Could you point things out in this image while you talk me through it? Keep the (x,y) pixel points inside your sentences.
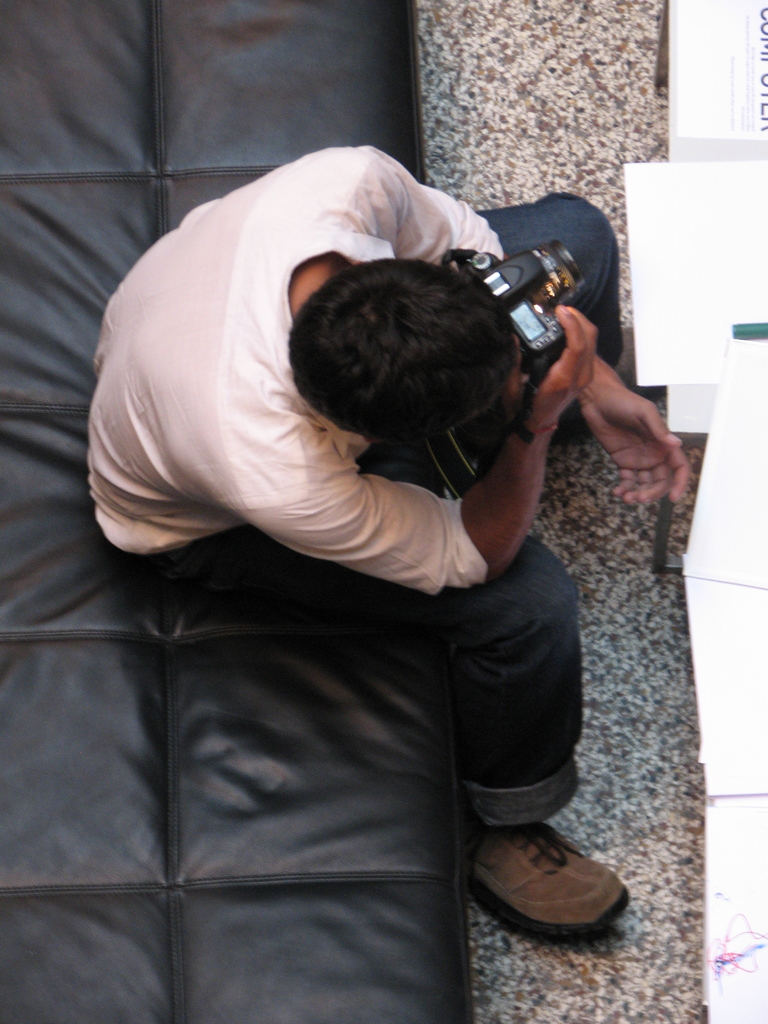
In this picture there is a man (324,420) sitting in the sofa (123,807), holding a camera (549,336) in his hands (584,371). In front of him, there is a table (717,195) on which some papers (721,317) were present.
